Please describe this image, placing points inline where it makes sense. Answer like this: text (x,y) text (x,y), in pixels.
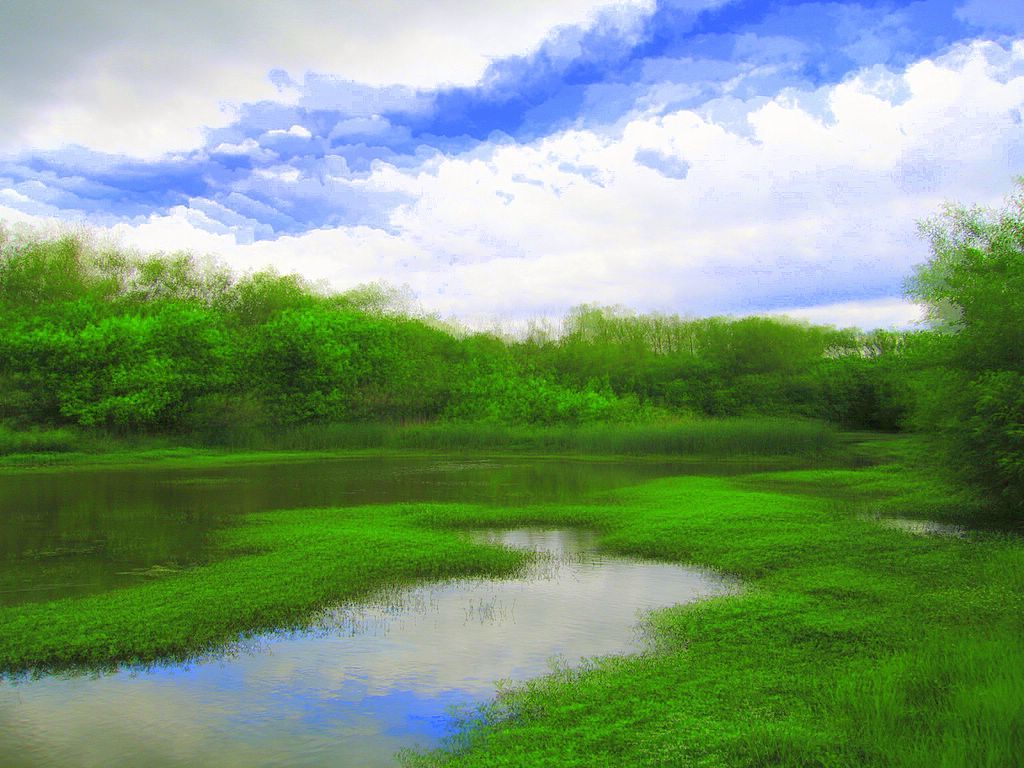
In this image we can see sky (363,134) with clouds (387,137), trees (440,376), grass (776,527) and lake (415,672).
